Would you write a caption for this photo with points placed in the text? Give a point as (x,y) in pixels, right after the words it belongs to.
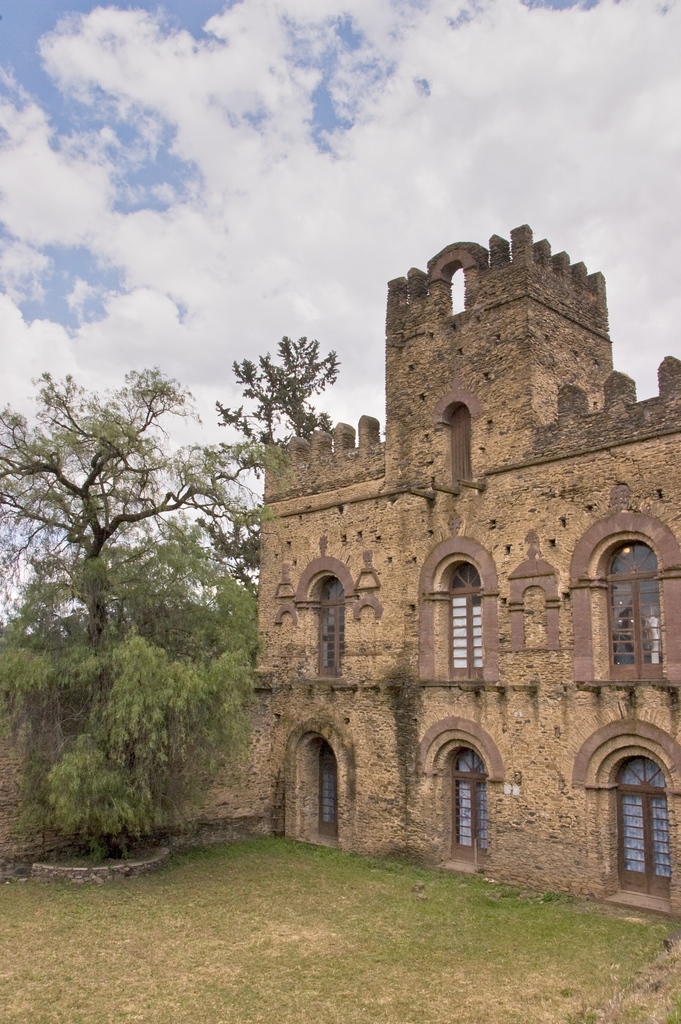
In this image, we can see a fort (418,440) and there are trees (263,452). At the top (211,192), there are clouds (246,192) in the sky (211,192) and at the bottom (297,902), there is ground (375,898).
